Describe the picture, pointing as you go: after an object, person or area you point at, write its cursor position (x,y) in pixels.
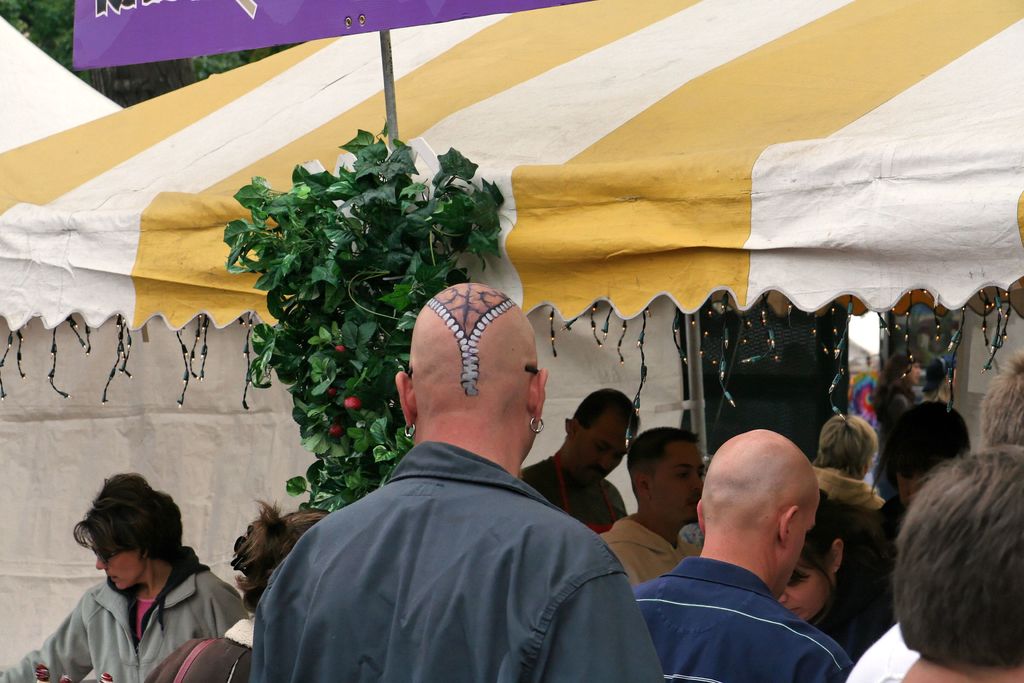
In front of the image there is a head (431,399) of a man (426,381) with a painting (467,302) on it. And there are many people (716,483) standing. In between them there is a pole (392,65) with a plant (319,414) and also there is a board (97,13). In the background (141,336) there is a tent (264,74) with a pole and also there are decorative lights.
